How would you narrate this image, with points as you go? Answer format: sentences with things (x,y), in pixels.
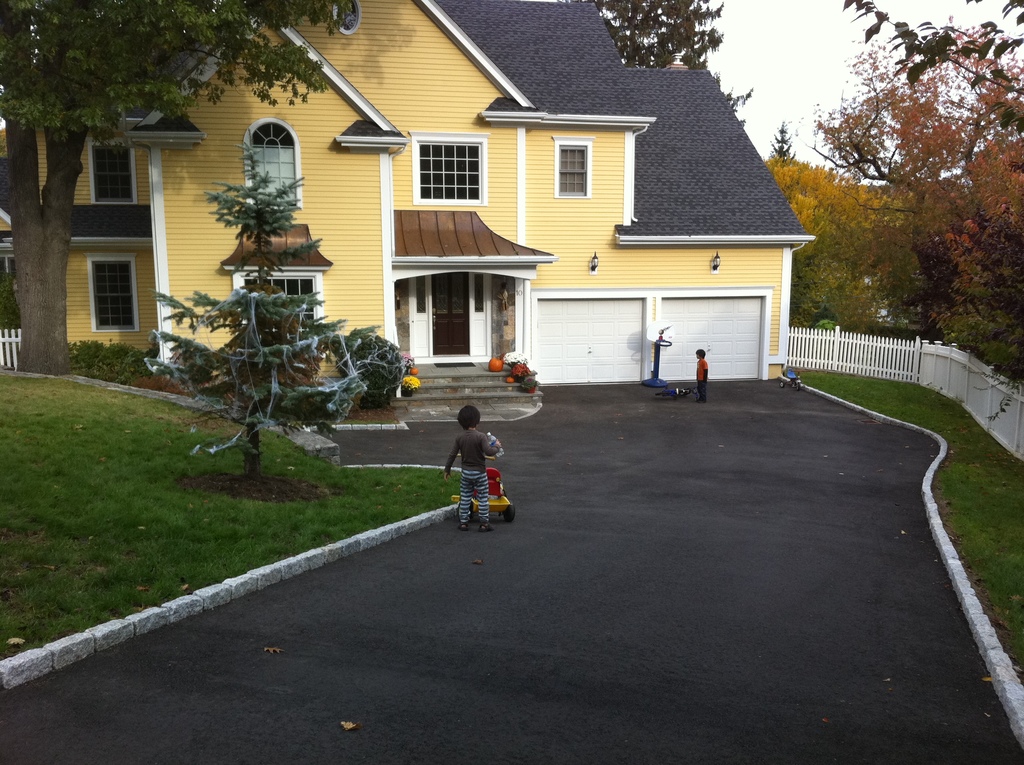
In this image I can see the road (607,563) which is black in color, some grass (128,514), two persons (474,472) standing on the road (603,441) and few toys (489,488) on the road (694,416). I can see few trees (246,379) which are green in color and some other trees (969,214) which are yellow and orange in color, the white colored railing (942,351) and the building (399,197) which is cream, grey and white in color. In the background (729,74) I can see the sky (766,55).
